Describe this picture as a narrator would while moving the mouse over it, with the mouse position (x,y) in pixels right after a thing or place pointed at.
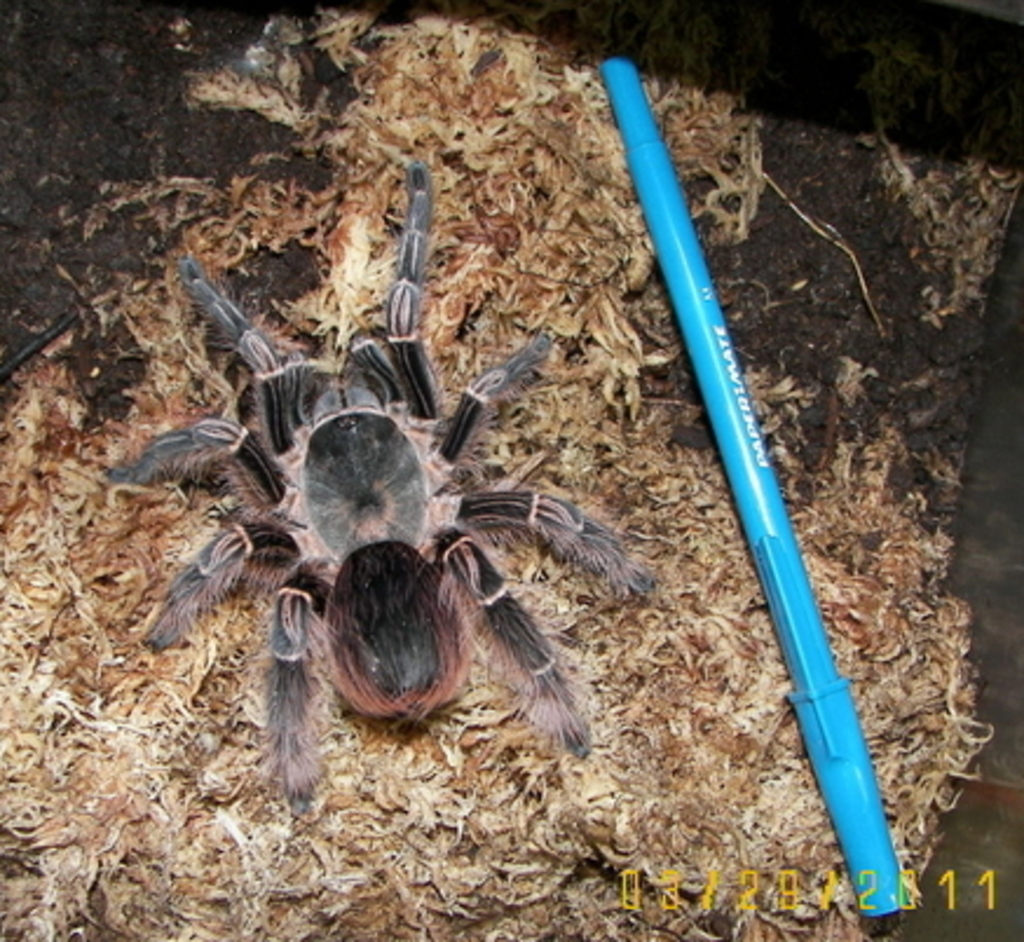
In this image I can see a grey and black colour spider (344,454). I can also see a blue colour pen (736,413) and watermark (873,891) over here.
